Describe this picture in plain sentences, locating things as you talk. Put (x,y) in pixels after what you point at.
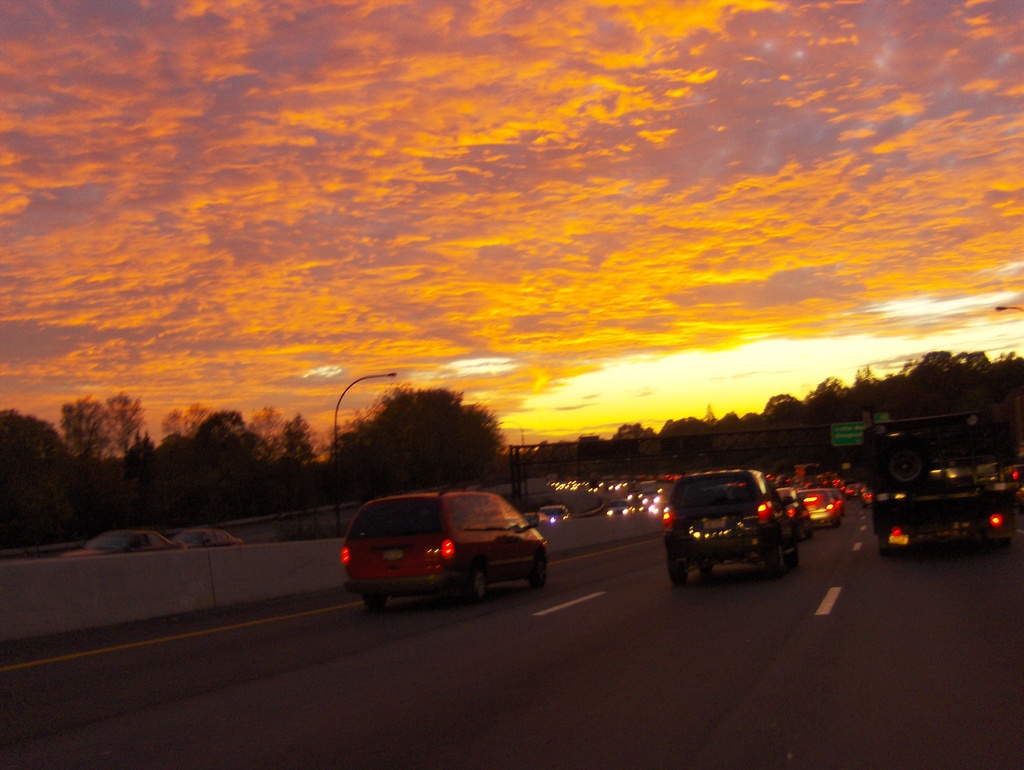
In this image in the center (553,511) there are cars (533,539) moving on the road (285,527). In the background (358,456) there are trees (717,426) and there are poles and the sky (651,224) is cloudy.
